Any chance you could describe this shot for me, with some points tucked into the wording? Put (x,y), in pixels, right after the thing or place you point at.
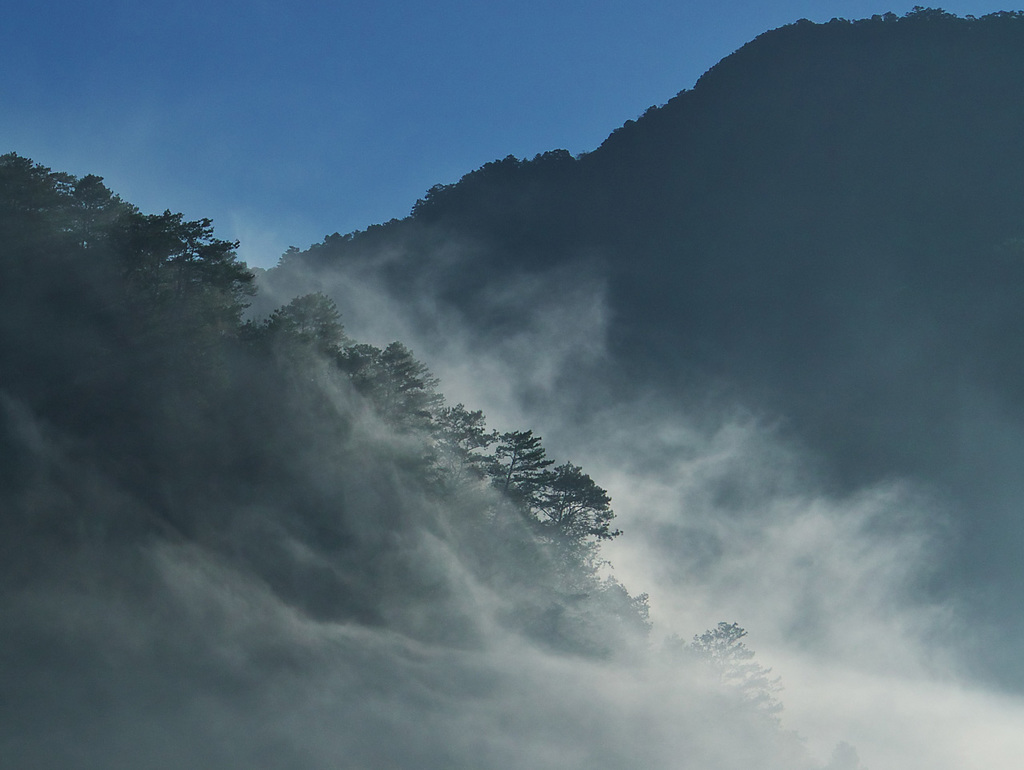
In this picture we can see fog (236,605) in the front (694,582), on the left side (108,244) there are some trees (118,253), we can see the sky (351,98) at the top of the picture (502,88).
